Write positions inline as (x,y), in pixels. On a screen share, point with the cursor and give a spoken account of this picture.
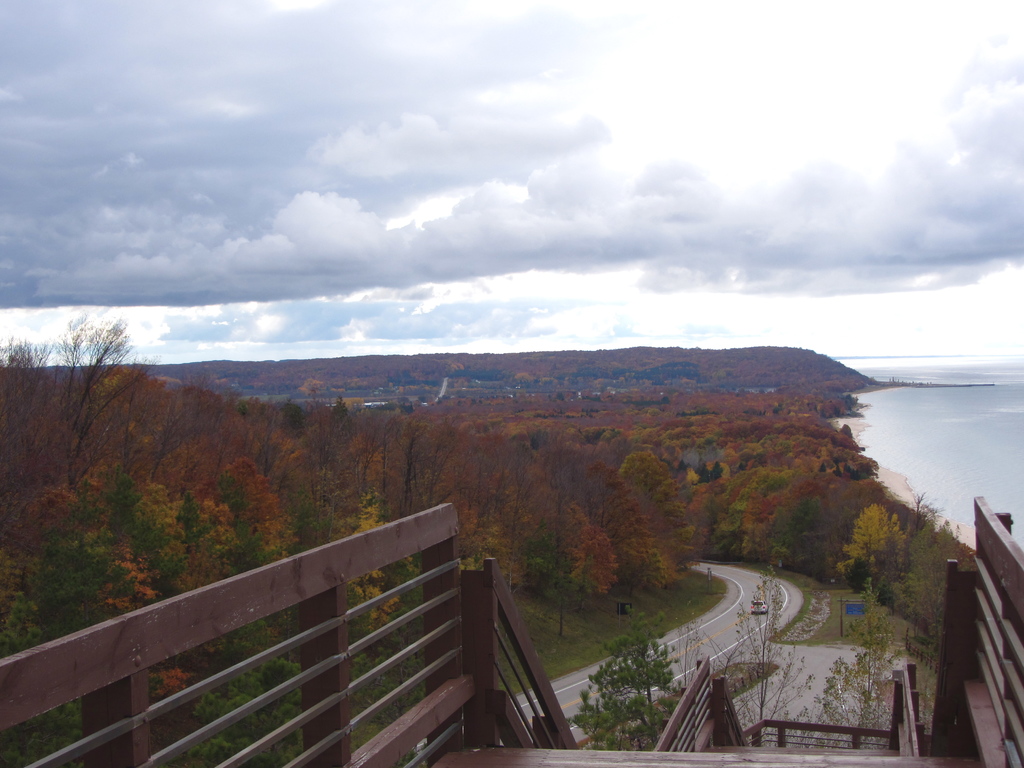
In this picture we can observe a railing (423,704) which is in brown color. There is a road (698,641). There are some trees (478,490). On the right side (939,420) there is an ocean (950,409). In the background (647,277) we can observe a sky (478,277) with some clouds (380,291).
